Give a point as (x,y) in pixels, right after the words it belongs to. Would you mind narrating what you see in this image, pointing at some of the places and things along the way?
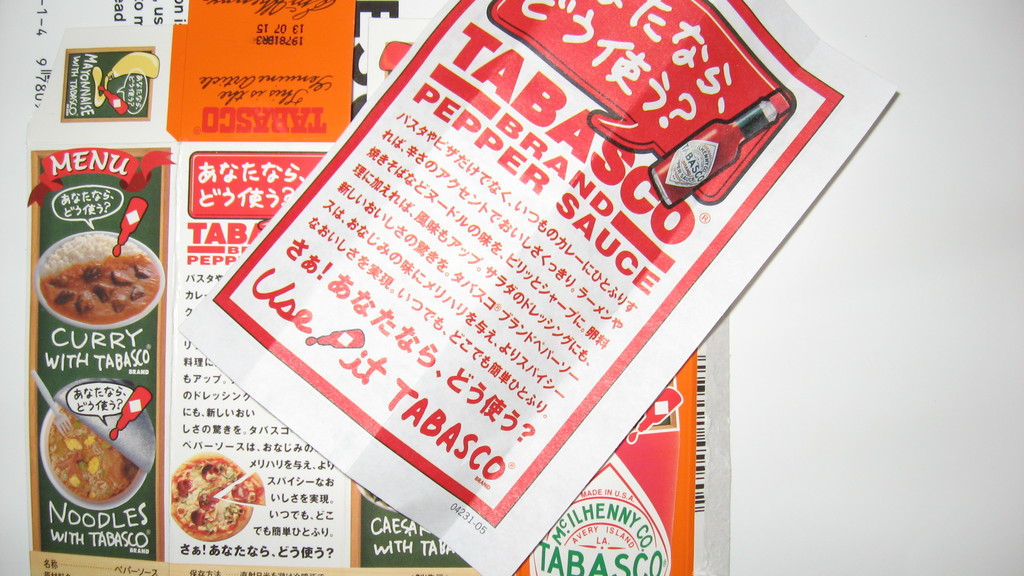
In the picture we can see a pamphlet (492,384) with an advertisement (448,384) of pepper sauce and under it we can see a paper (177,476) with some advertisements (225,476) of some curries (161,262).
